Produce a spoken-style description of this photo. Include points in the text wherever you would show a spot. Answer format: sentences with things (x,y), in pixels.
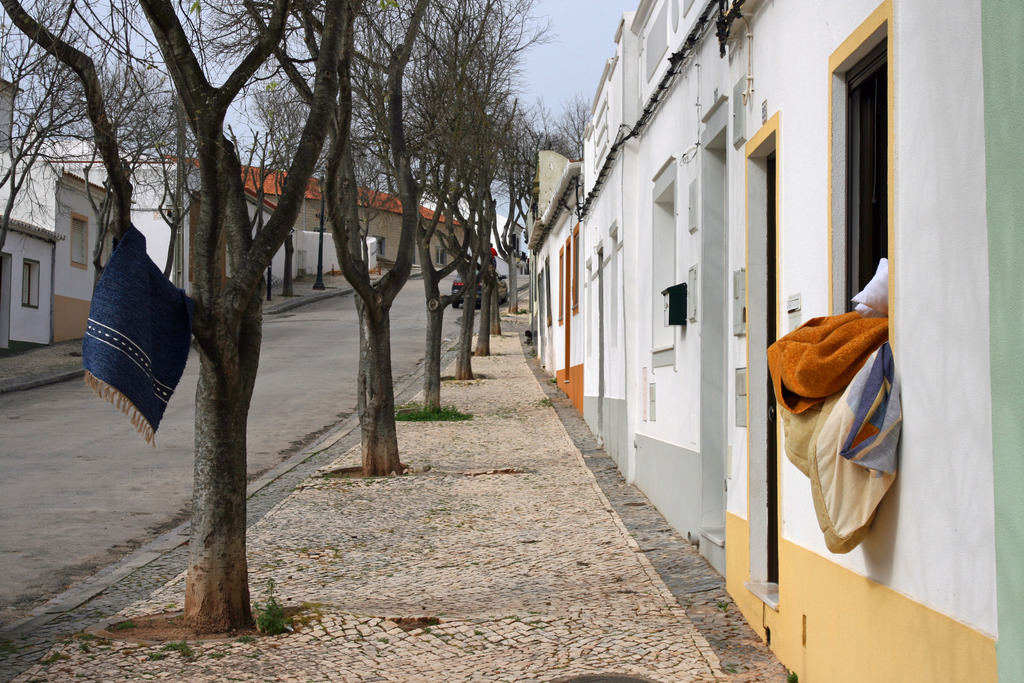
As we can see in the image there are clothes (865,434), houses (713,202), trees (408,196), car (455,285) and sky (596,49).
